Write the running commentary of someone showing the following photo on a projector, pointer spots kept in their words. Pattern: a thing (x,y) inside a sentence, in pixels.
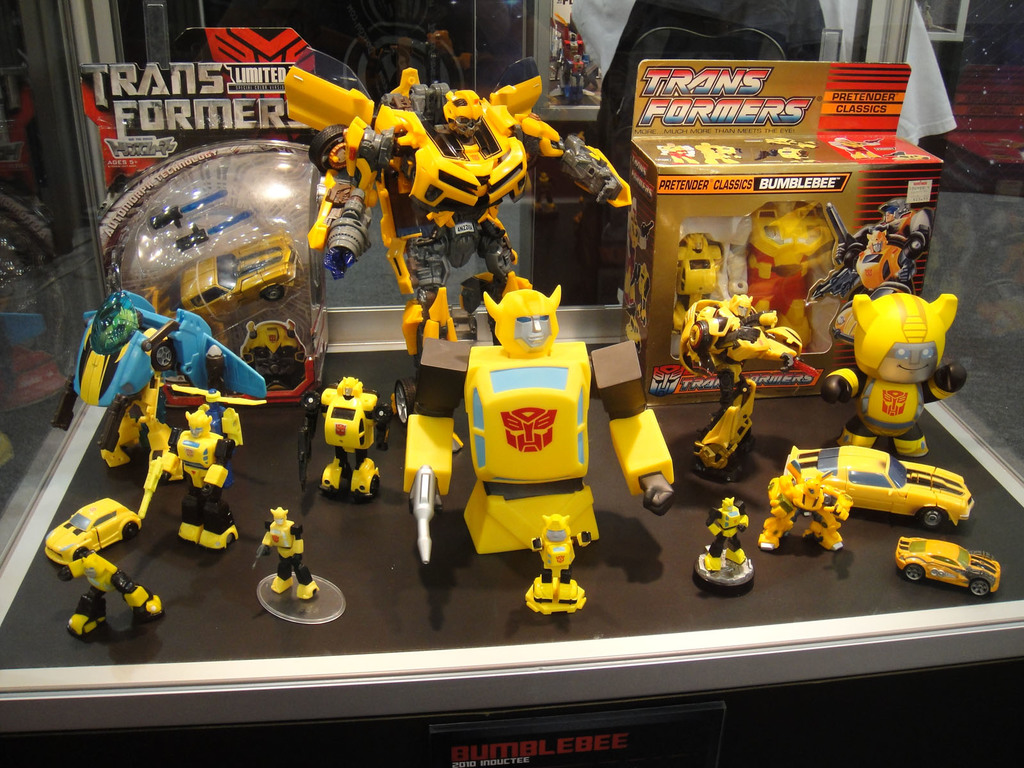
In this image we can see toys (711,516) and box (764,377) placed on the table (666,661). In the background (909,121) there is a cloth (921,106) and a bench (975,163).
